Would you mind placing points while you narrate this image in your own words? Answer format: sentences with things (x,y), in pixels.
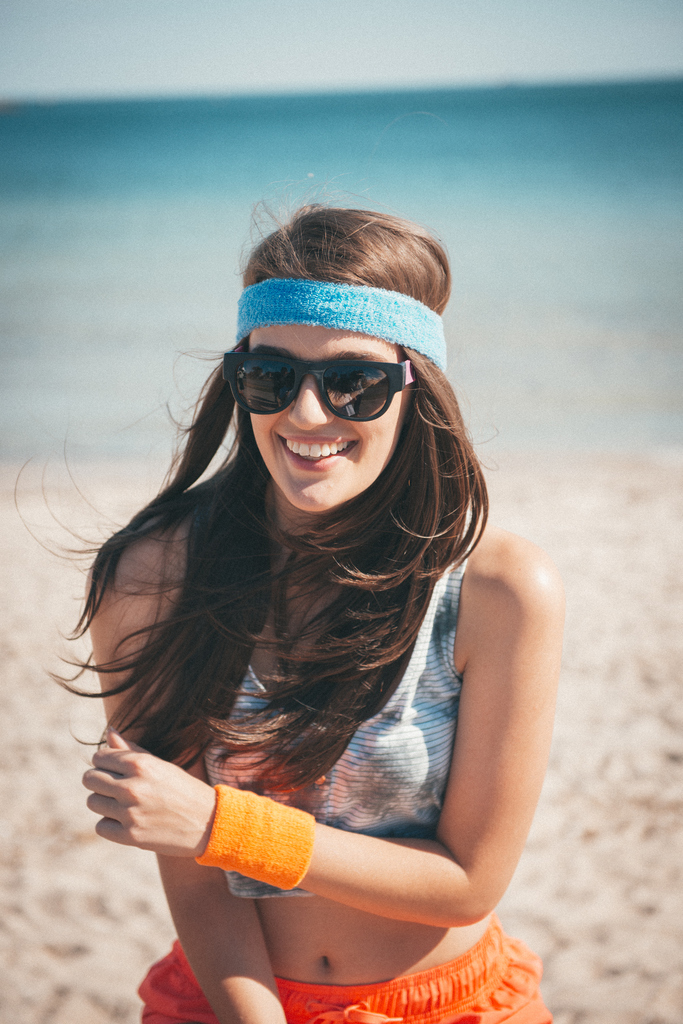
In the image we can see a woman (436,766) wearing clothes (402,697), spectacles (309,365), hand band (263,826), hair band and she is smiling. Here we can see sand (616,711), water (571,271), sky (254,60) and the background (261,49) is blurred.
